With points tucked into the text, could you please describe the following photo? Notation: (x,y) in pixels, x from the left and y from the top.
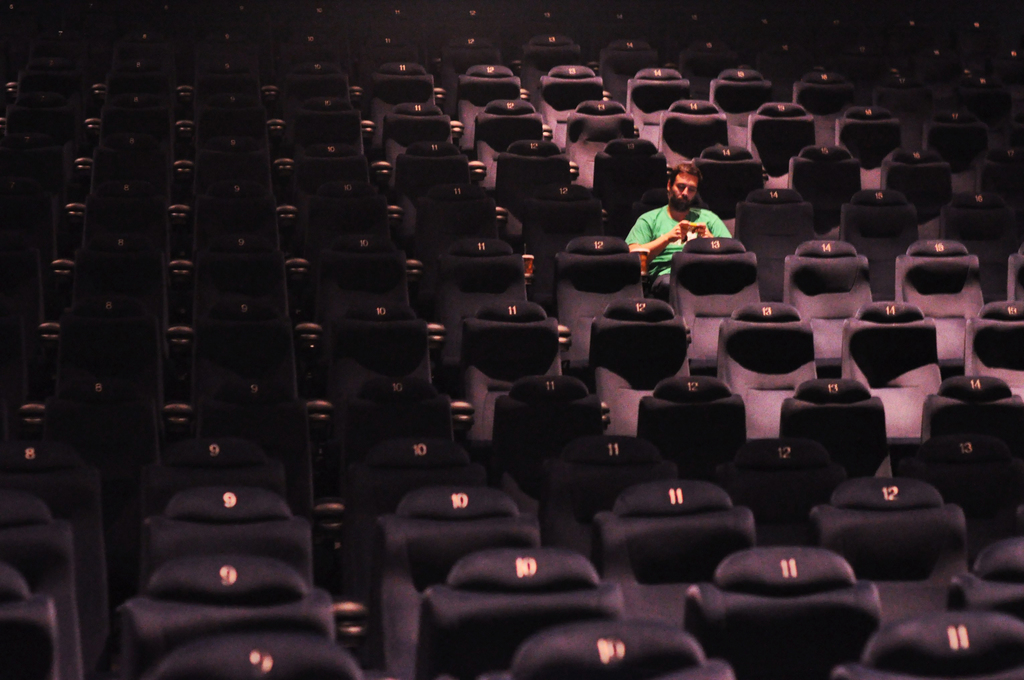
This picture might be taken in a theater (441,98) in this image there are a group of chairs (706,260), and there is one person (650,226) who is sitting and he is wearing a green t-shirt (669,221) and he is holding something.
